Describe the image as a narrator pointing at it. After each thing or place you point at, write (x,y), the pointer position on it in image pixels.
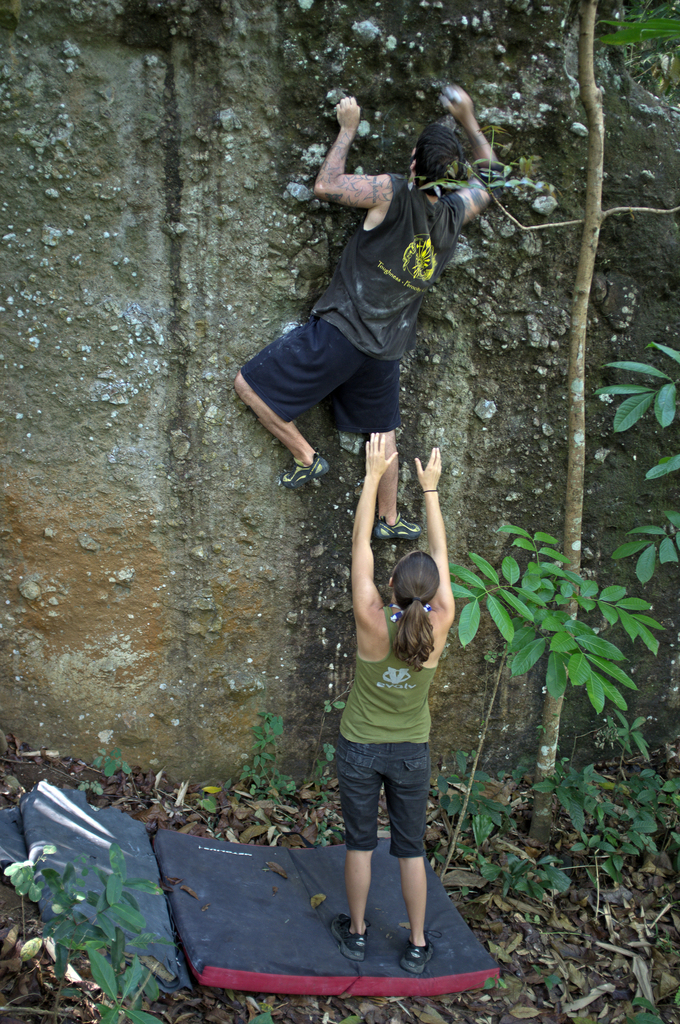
In this picture we can see a man (375,292) climbing on a wall (253,73) and in below woman (372,598) is trying to catch that man (396,257) and on floor (490,896) we can see a mattress (236,948) and on right side (592,681) we can see some trees (552,773).
